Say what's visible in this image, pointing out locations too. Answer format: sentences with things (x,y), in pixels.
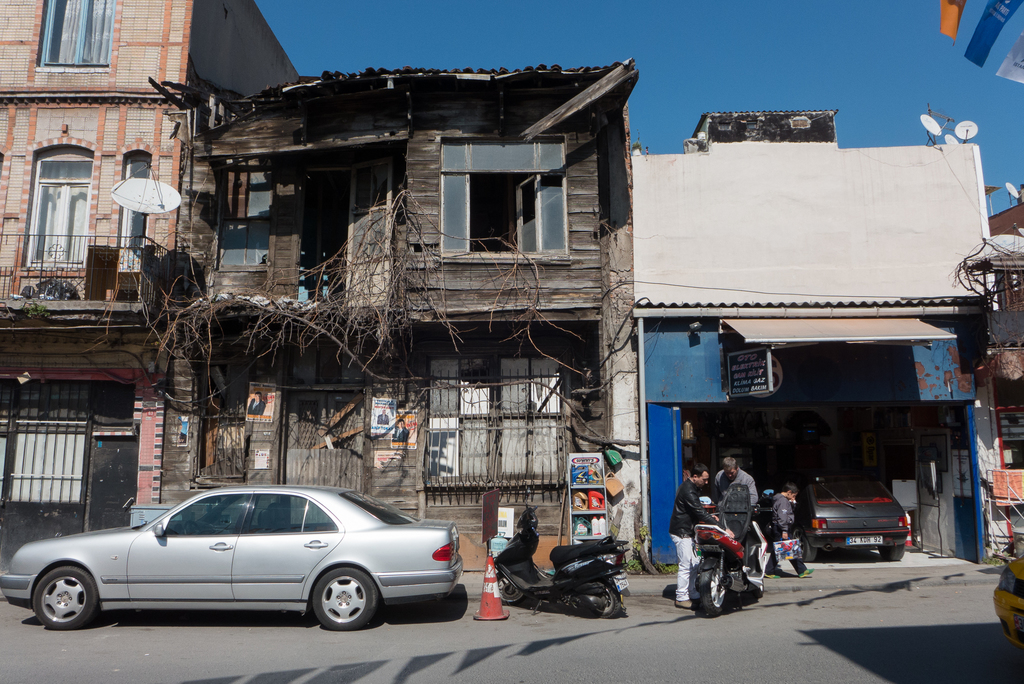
In the foreground of the picture (476,603) there are people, cars (809,554), motorbikes (531,581), road (967,605) and other objects (144,509). In the center of the picture (669,247) there are buildings (359,240), windows (483,211), gates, iron frames (153,298), antennas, boards (764,380) and other objects (581,497). Sky (794,40) is sunny.
